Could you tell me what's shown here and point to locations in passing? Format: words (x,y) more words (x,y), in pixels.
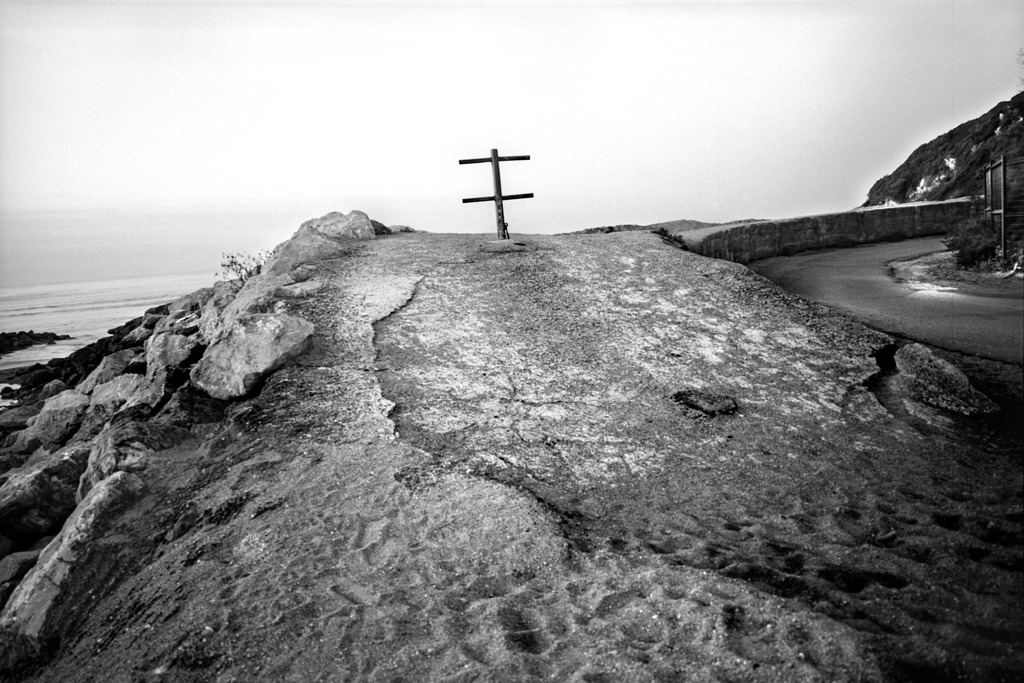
In this image in the front (547,502) there is sand (650,612) on the ground (587,606). In the center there is a post (493,154) and in the background (138,309) there are mountains (918,177) and there is water (191,275). On the right side (886,297) there is road (910,315).
